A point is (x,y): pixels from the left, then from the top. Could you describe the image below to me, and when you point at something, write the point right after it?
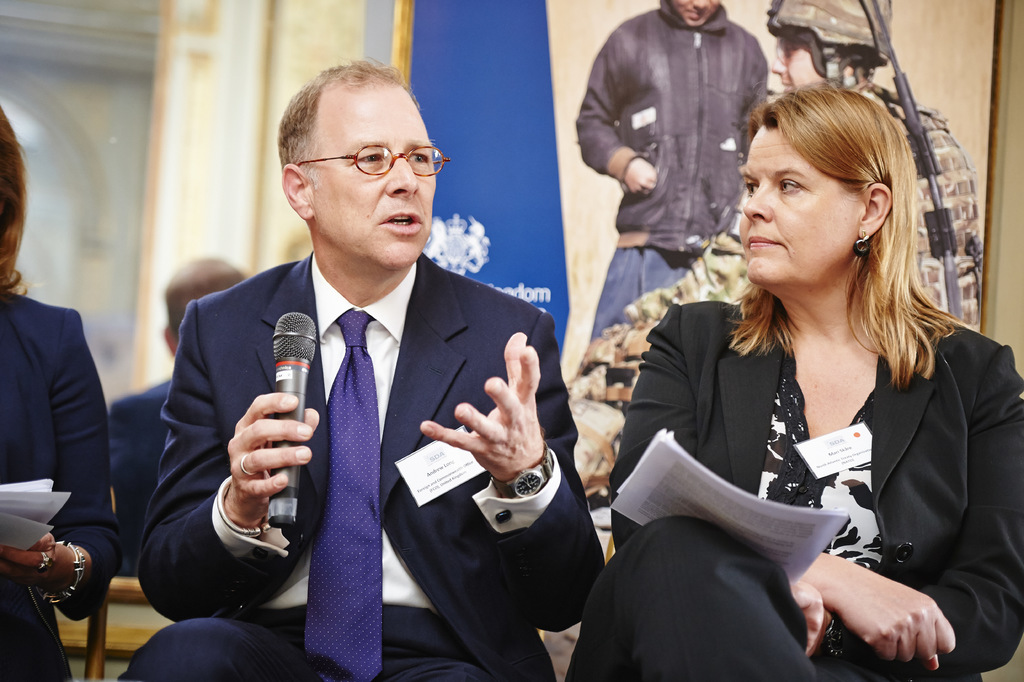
In this picture there is a man (355,130) who is wearing spectacle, suit (401,370), watch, ring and trouser (429,619). He is holding a mic (294,523), besides him we can see a woman (920,385) who is looking to him. She is wearing black dress (996,488) and holding the papers (669,472). On the back (921,35) we can see photo frame (748,127). On the left (14,582) there is a woman (13,257) who is wearing black dress (67,525), bracelets (78,549) and holding papers (26,519).
